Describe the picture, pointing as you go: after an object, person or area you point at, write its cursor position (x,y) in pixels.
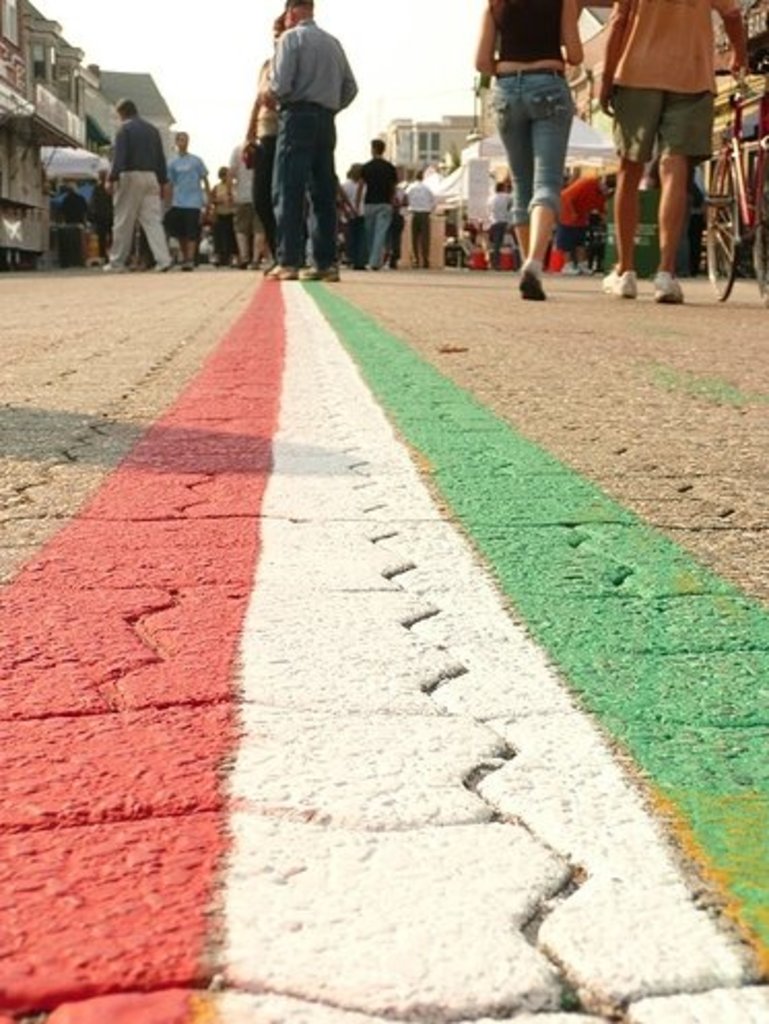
In this image in the center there are some people (330,200) who are walking on the road (235,348), at the bottom (368,862) there is a road (230,617). On the road (230,617) there is some painting (251,497) and in the background (102,88) there are some houses (17,107) and buildings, on the right side (742,169) there is one vehicle (742,179).
